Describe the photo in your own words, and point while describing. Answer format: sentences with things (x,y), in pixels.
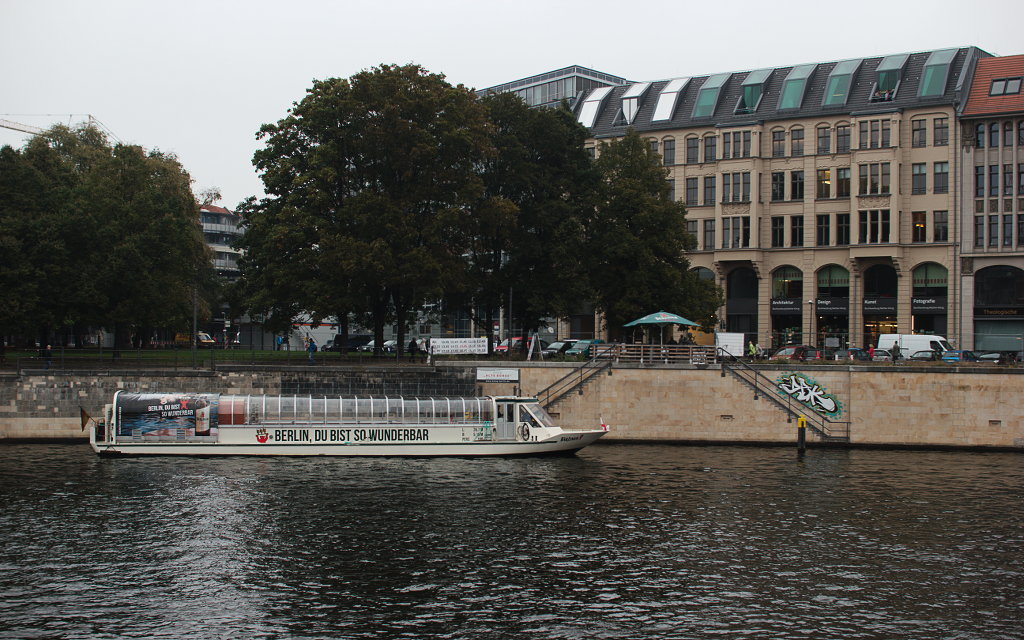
At the bottom of this image (441,565) I can see the water (346,540) and there is a boat (279,425). In the middle of the image (364,338) there are many vehicles (181,337) on the road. In the background (587,229) there are many trees (66,265) and buildings (815,184). On the left side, I can see few people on the road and there are staircases (552,399) to the wall (642,397). At the top of the image (209,27) I can see the sky (231,57).
